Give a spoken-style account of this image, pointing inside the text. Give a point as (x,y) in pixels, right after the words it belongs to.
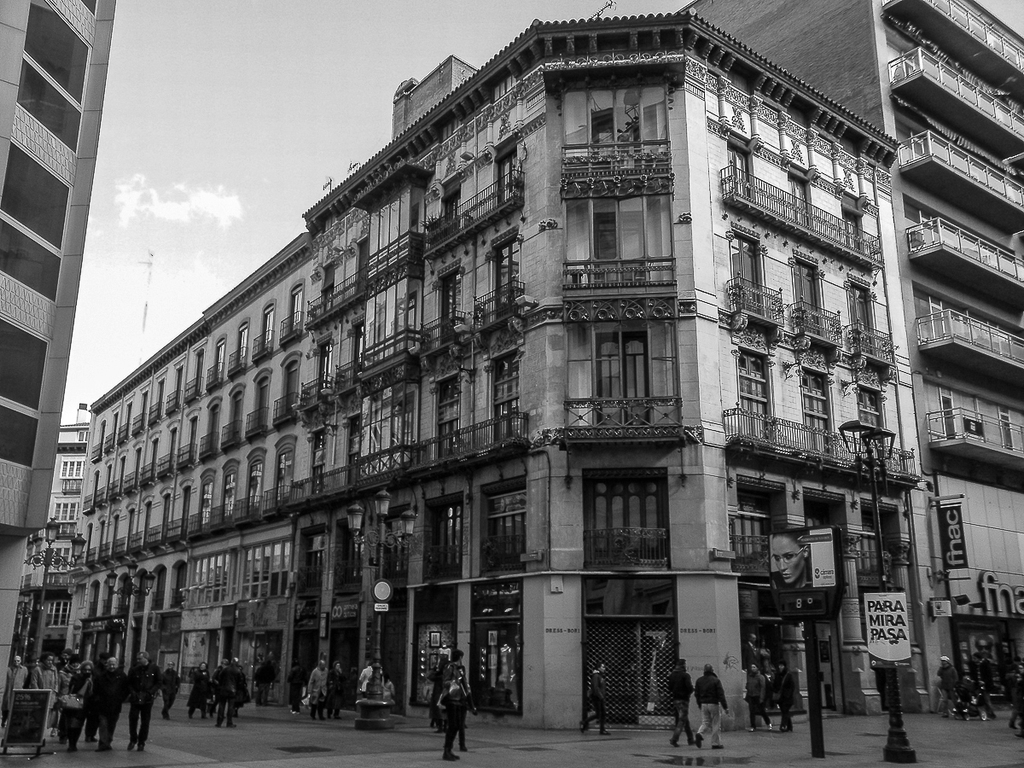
This is a black and white image. In this image we can see a building (384,639) with windows (439,612). We can also see a pole (815,690), street lights (886,675), a board (834,587) and a group of people (297,705) walking on the road (399,740). On the backside (323,165) we can see the sky (214,198).
